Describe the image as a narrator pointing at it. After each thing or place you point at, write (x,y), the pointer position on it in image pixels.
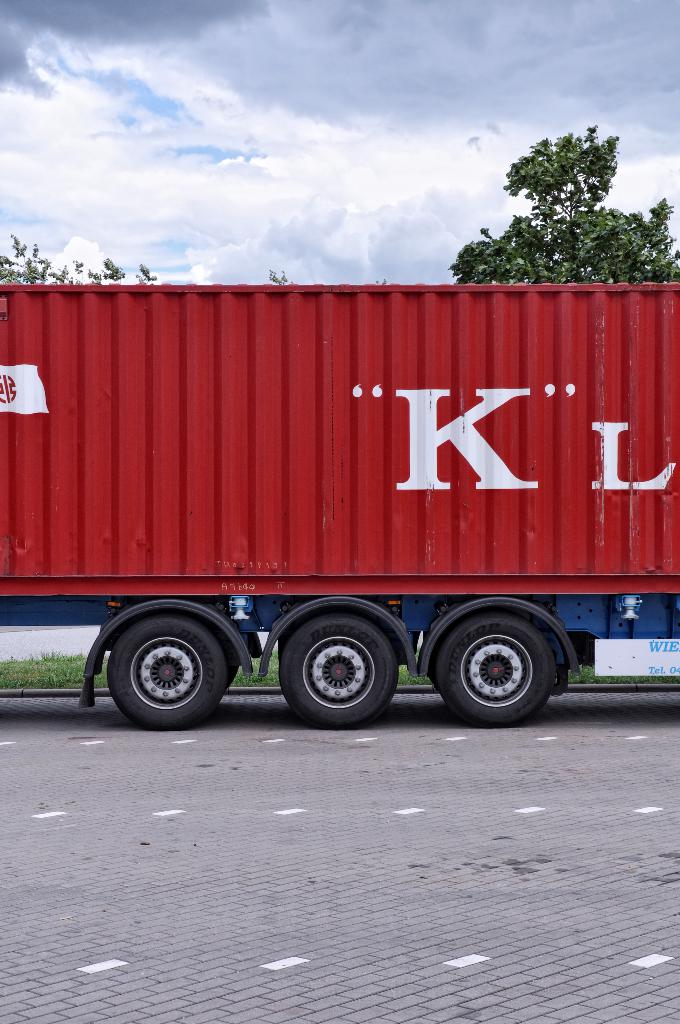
At the bottom (393,721), we see the road (469,884). In the middle (277,428), we see a vehicle (283,439) or a truck (411,437) in red color. Behind that, we see the grass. There are trees (621,260) in the background (619,250). At the top (305,200), we see the sky (342,115) and the clouds (262,224).
